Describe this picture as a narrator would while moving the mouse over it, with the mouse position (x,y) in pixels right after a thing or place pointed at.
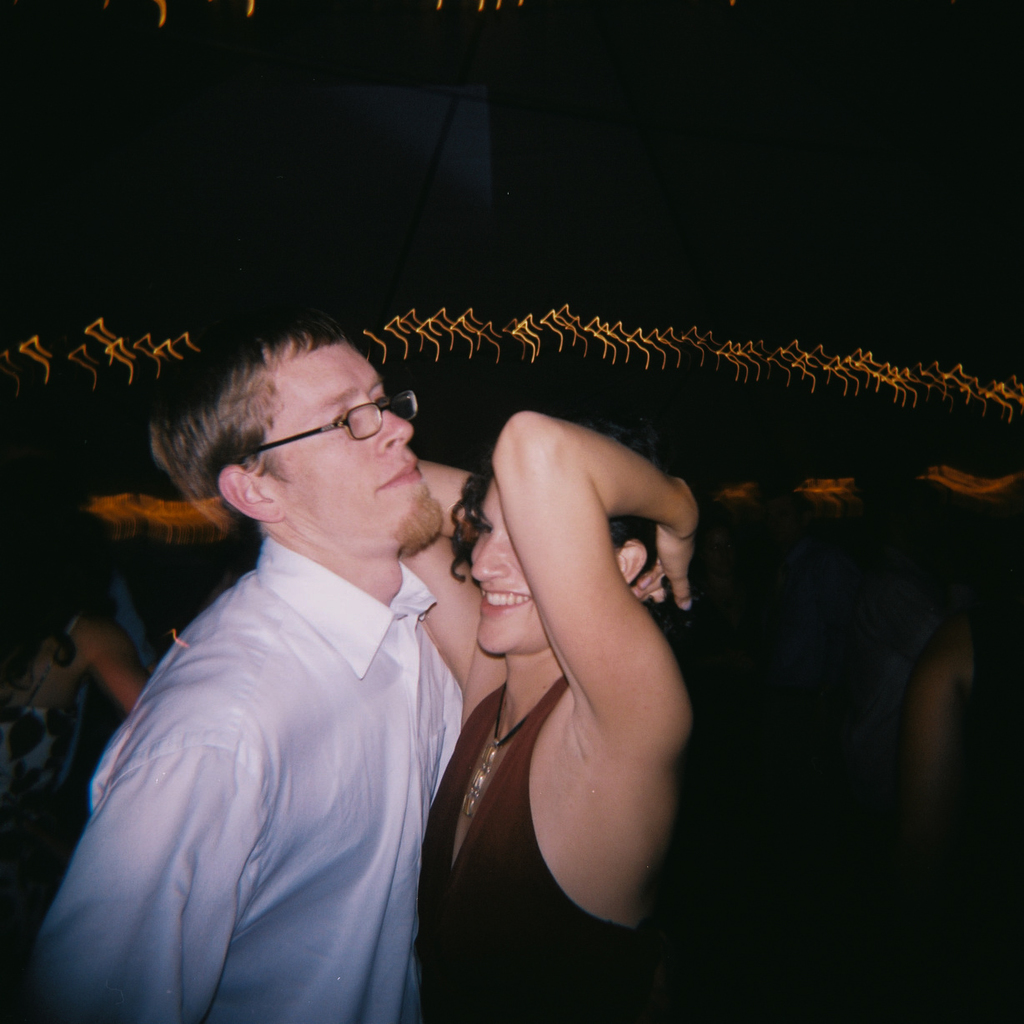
In this picture we can see a man (237,485) wore a spectacle (377,419) and beside him we can see a woman (578,716) smiling and in the background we can see some people (32,653) and some objects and it is dark.
